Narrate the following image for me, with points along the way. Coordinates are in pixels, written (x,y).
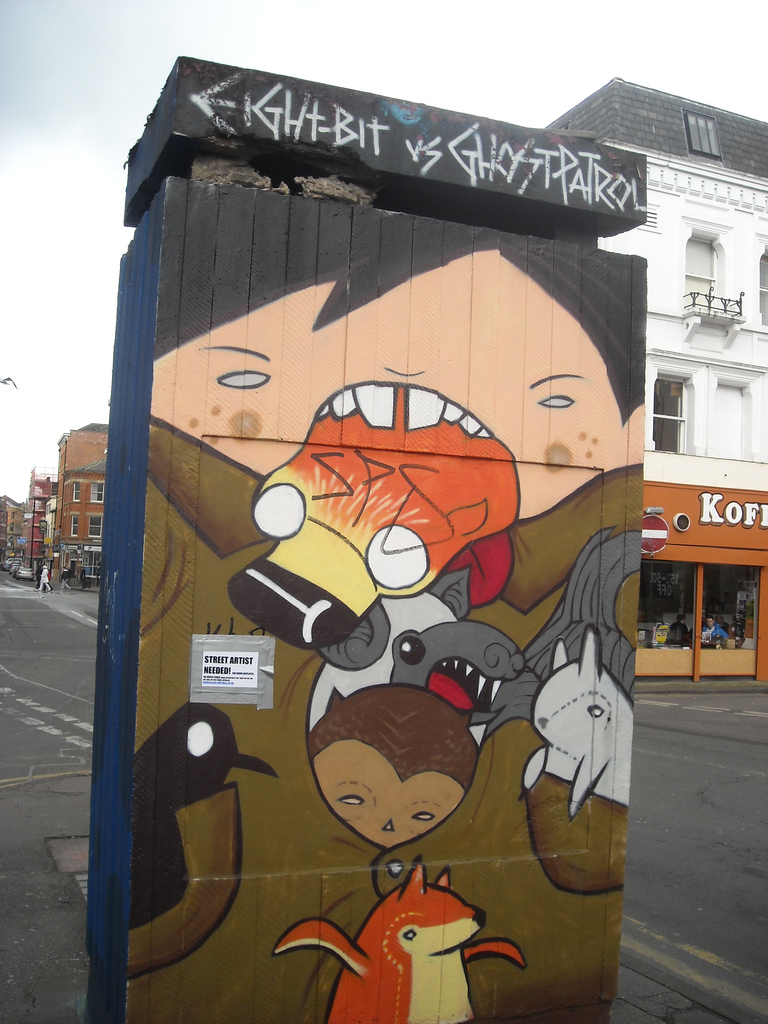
In this image there is a wooden box (353,671), on the wooden box (265,339) there are some cartoon pictures (328,500), in the background (78,323) there is a road (697,710), buildings (675,257) and a sky (68,281).
